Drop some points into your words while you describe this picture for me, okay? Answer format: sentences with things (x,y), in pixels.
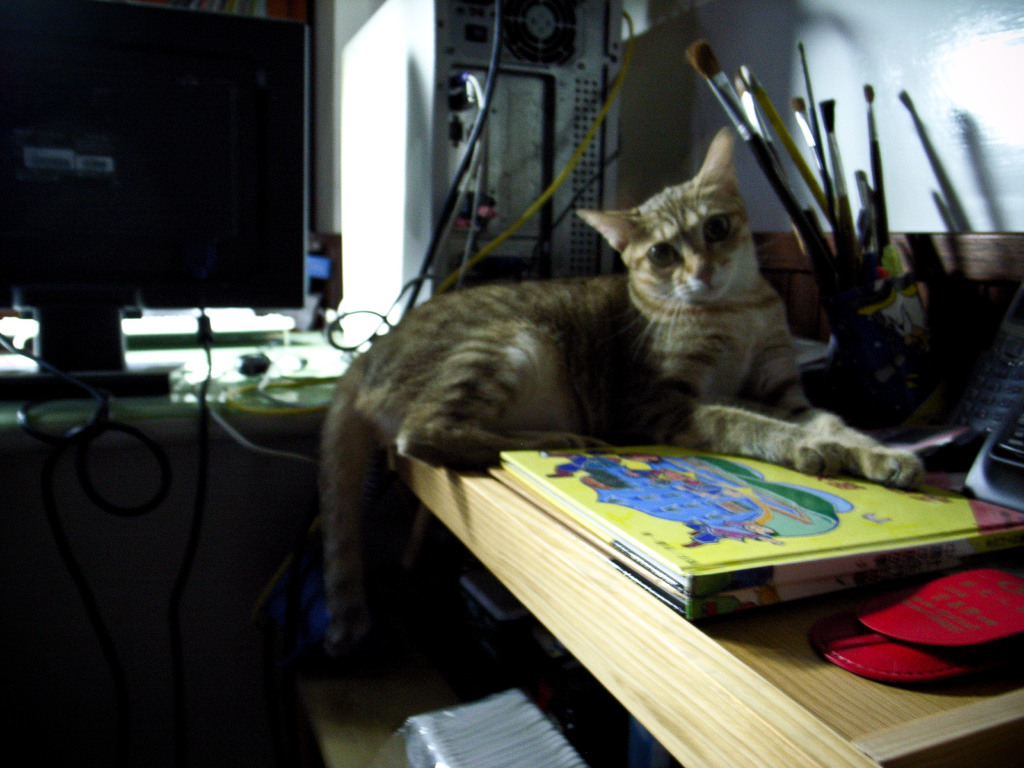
Here in this picture we can see a cat (588,332) present on a table (572,619) and beside that we can see books (743,537) present and we can also see some paint brushes (780,126) present and behind that we can see a monitor (112,317) and a CPU (419,82) present on a table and we can also see some cable wires (71,380) attached to that and below that we can see some things (323,633) present in the rack (366,727).
